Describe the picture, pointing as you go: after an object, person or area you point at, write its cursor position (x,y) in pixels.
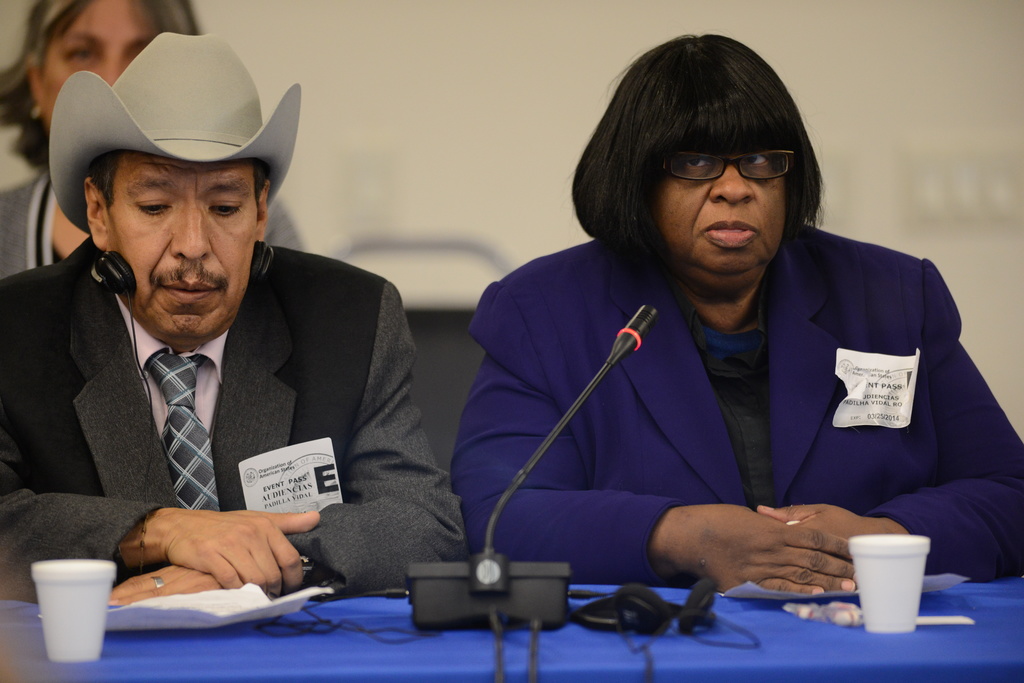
In this image there are persons (288,363) sitting, there is a table (953,645) truncated towards the right of the image (965,428), the persons (54,394) are truncated towards the left of the image (63,358), the persons (120,37) are truncated towards the top of the image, there is a chair (433,370), there is a table (23,654) truncated towards the bottom of the image (843,651), there are objects (79,580) on the table (923,601), at the background of the image (564,187) there is the wall (486,109) truncated.
